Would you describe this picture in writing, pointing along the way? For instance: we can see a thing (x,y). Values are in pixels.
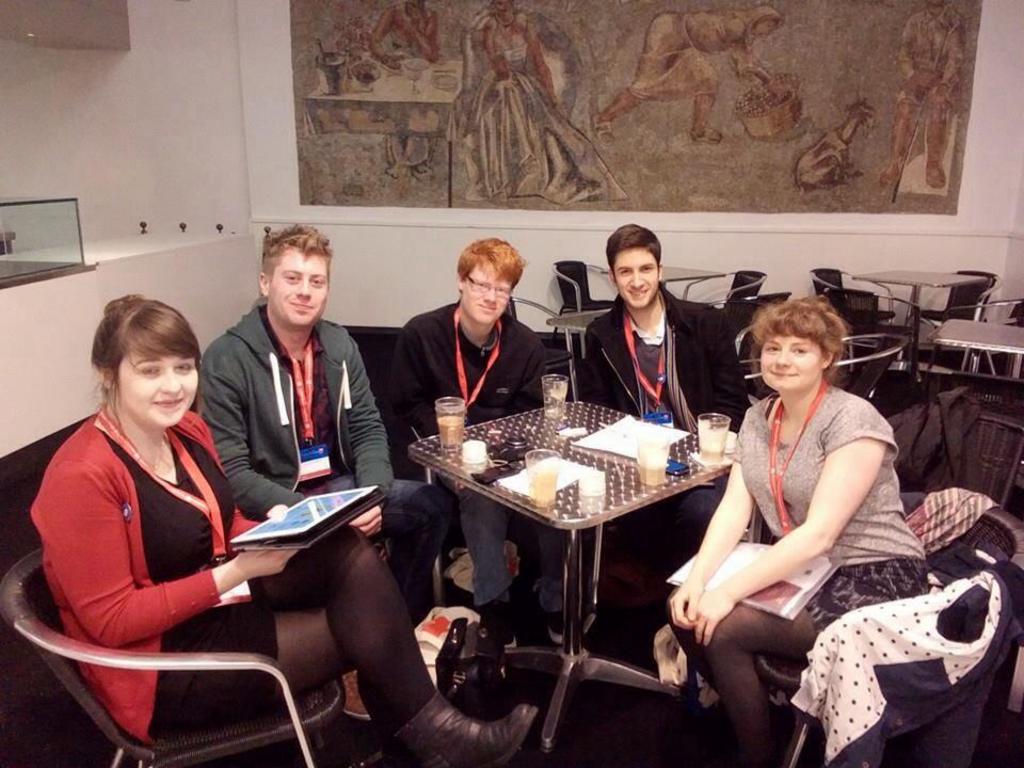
Three men (292,363) and two women (756,571) are sitting at a table (591,522). There are some glasses (547,472) and piece of paper (622,454) on the table (632,500). There are some chairs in their background (754,284). There is a large painting (299,51) on the wall (1001,98) in the background (527,157).
